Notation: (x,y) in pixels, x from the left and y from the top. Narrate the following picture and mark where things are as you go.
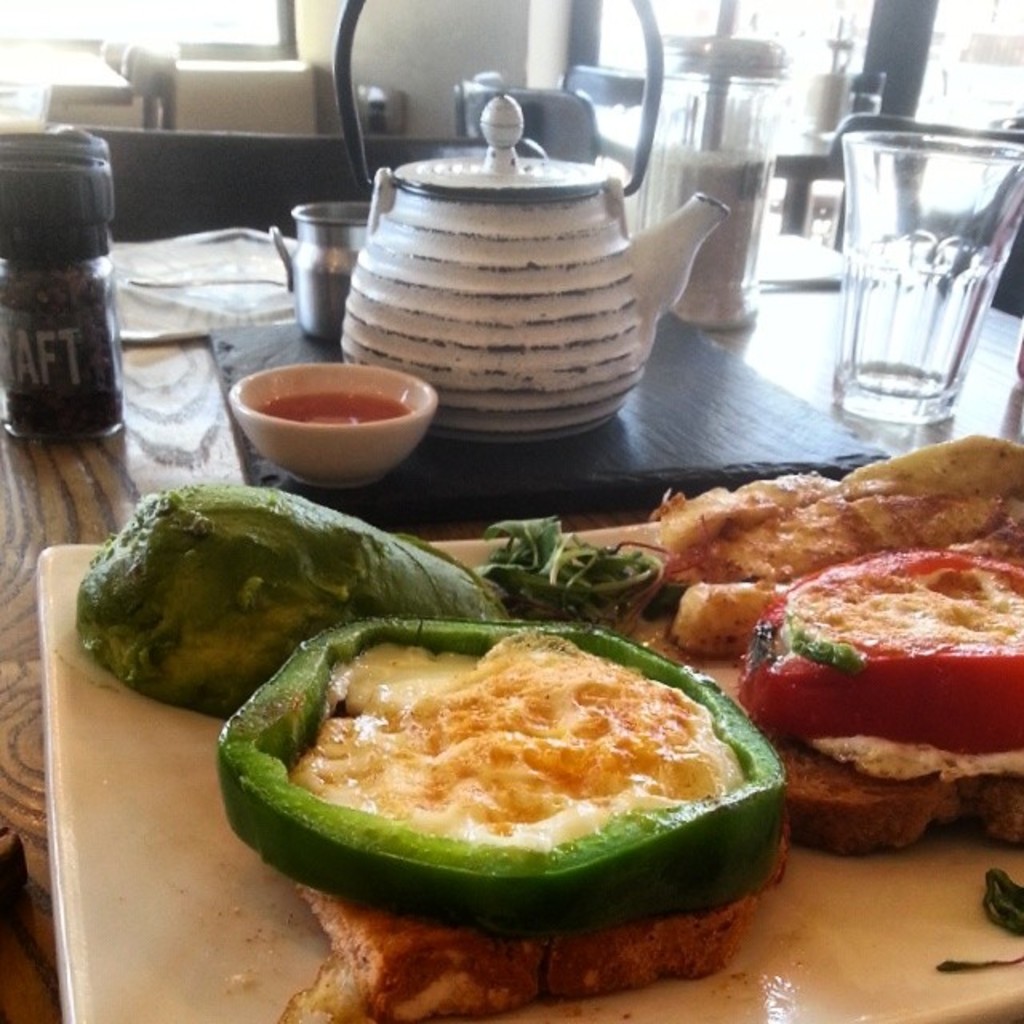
In this picture there is a table (1008,340) in the center of the image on which, there is a glass (851,365), kettle (549,177), bowl (343,471) and food items (742,539) on the chopping pad (461,497), there are other kitchenware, which are placed on the table (12,610).
